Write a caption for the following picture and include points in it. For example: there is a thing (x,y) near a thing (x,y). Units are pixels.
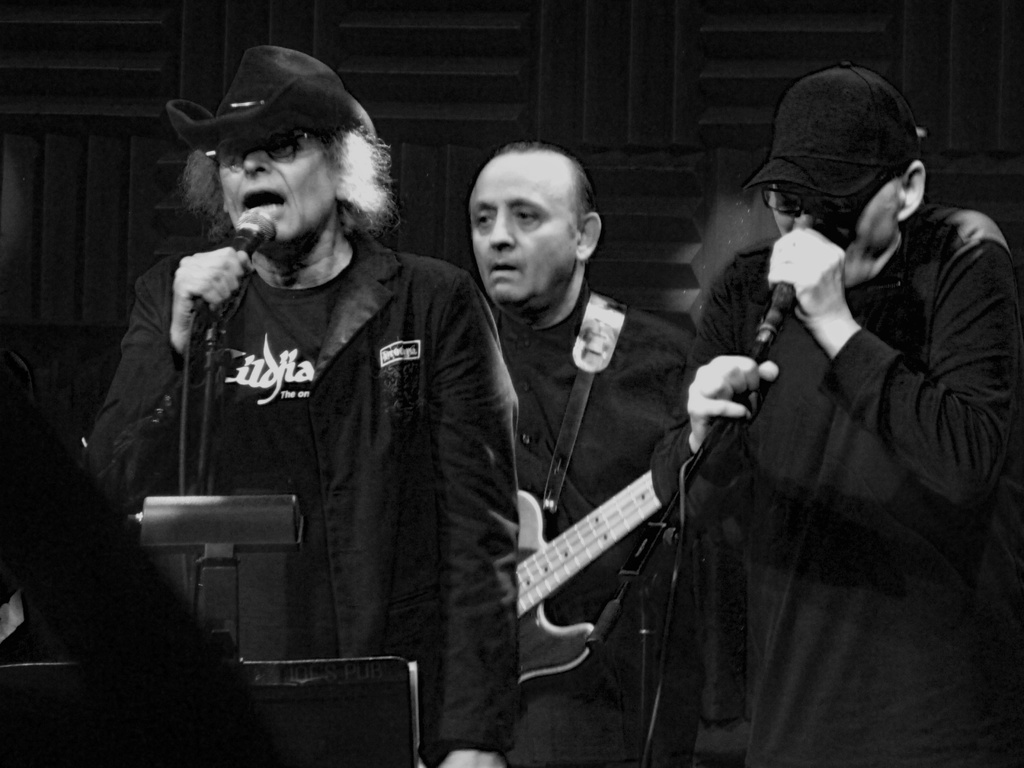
In the image there are three people (274,426). On right side (871,373) there is a man (875,305) holding a microphone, on left side (292,217) there is another man (362,284) holding a microphone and opened his mouth (278,203) for singing. In background (509,241) there is another man (514,244) holding a guitar (569,537) and playing it.
